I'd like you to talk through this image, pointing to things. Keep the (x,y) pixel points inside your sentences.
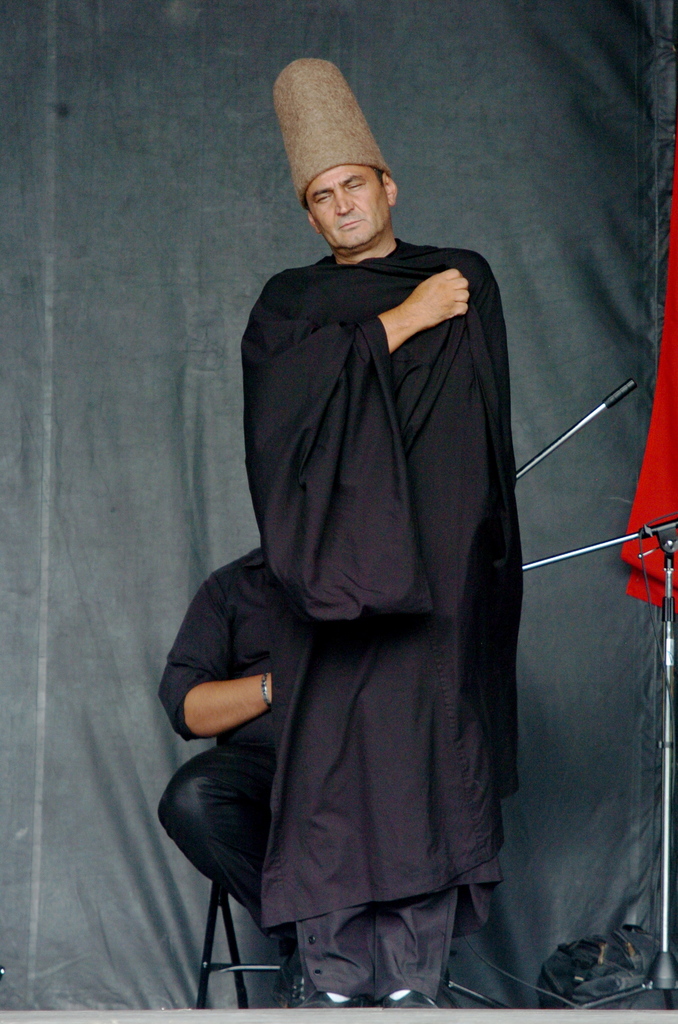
In this picture we can see a man (315,815) wore a cap (321,80) and standing and at the back of him we can see a person (252,685) sitting on a chair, mic stand (652,552), red cloth (662,596), bag (589,983) and a curtain (166,426).
